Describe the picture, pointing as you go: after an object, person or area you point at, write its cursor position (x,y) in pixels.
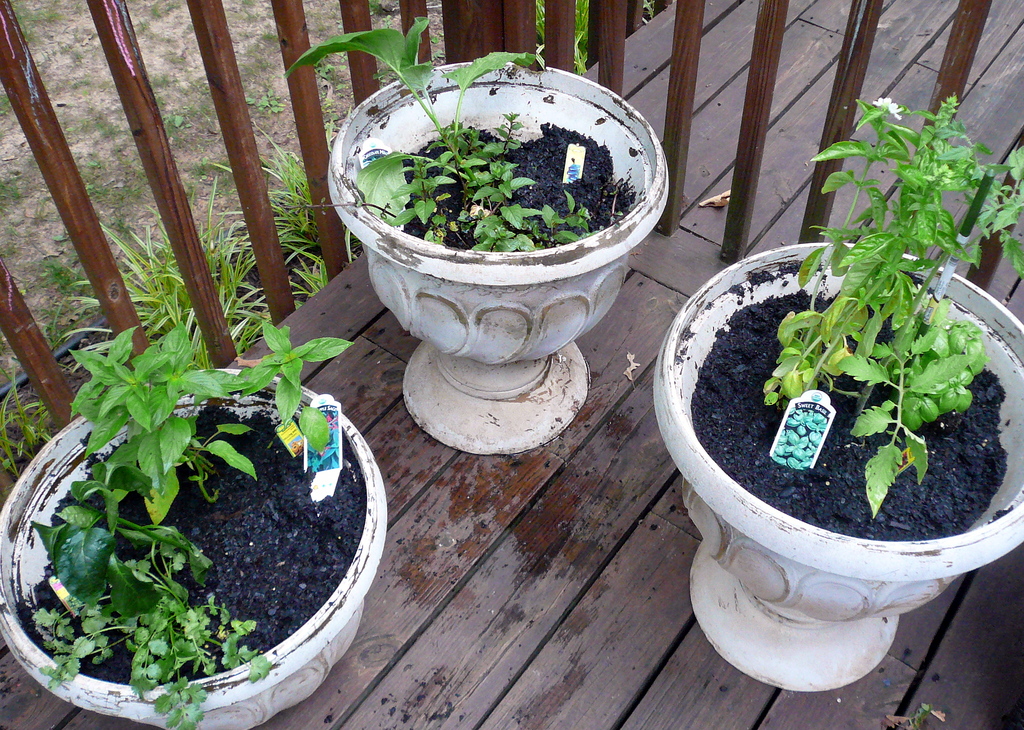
In this image there are three pots (858,581) are having plants (182,342) in it. Pots (987,309) are kept on the wooden floor (559,517). Pots (23,515) are surrounded by the fence (850,133). Behind the fence (59,398) at the left side (188,324) there are few plants (159,317) on the land (142,199) having grass (106,148) on it.
